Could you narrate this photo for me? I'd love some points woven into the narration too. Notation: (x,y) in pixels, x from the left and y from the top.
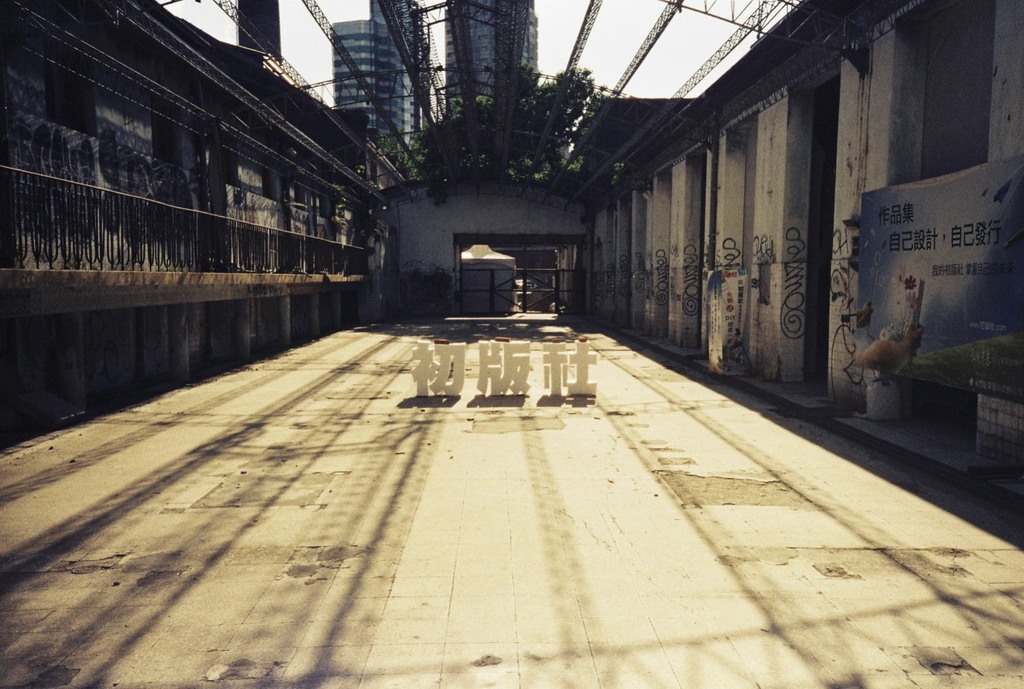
In this picture we can see a few objects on the path (383,648). There are the reflections (341,622) of some objects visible on this path (313,465). We can see a few pillars (846,263) on the right (798,282) and left side of the image (247,305). There is some text (792,262) visible on the pillars (763,340). We can see some railing (292,263) on the left side (106,263). There are a few plants (578,91) visible on the steel objects (513,59) which are on top (469,82). We can see the buildings (484,34) in the background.
